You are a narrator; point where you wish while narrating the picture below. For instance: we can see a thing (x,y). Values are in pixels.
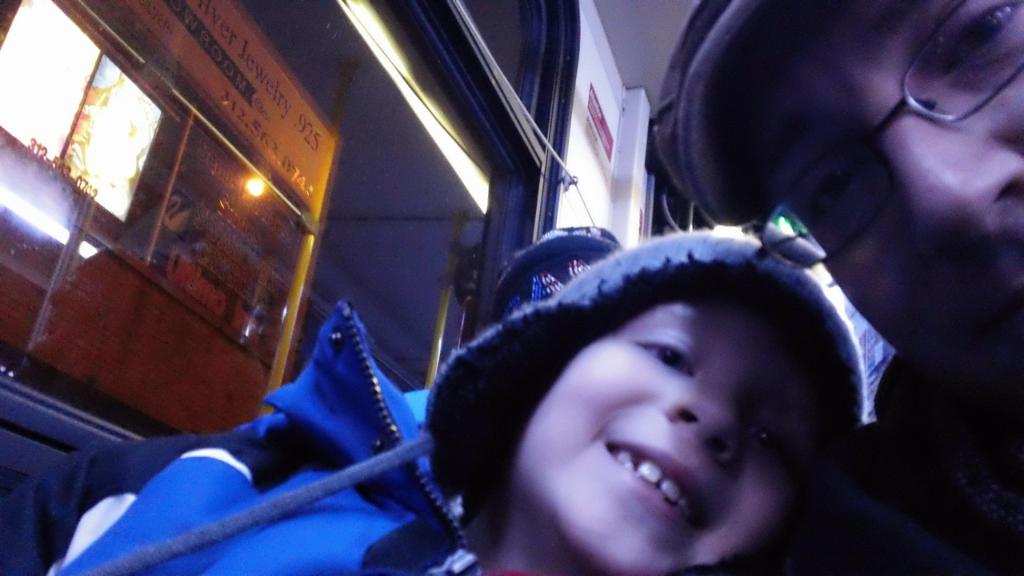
In this image at the bottom (441,390) a little kid (605,436) is smiling, This person (593,435) wore blue color sweater (370,512), on the right side (891,175) a man (963,224) is looking at this side. He wore spectacles (1009,27) caps (760,81), on the left side (150,141) there is the light (251,192).
